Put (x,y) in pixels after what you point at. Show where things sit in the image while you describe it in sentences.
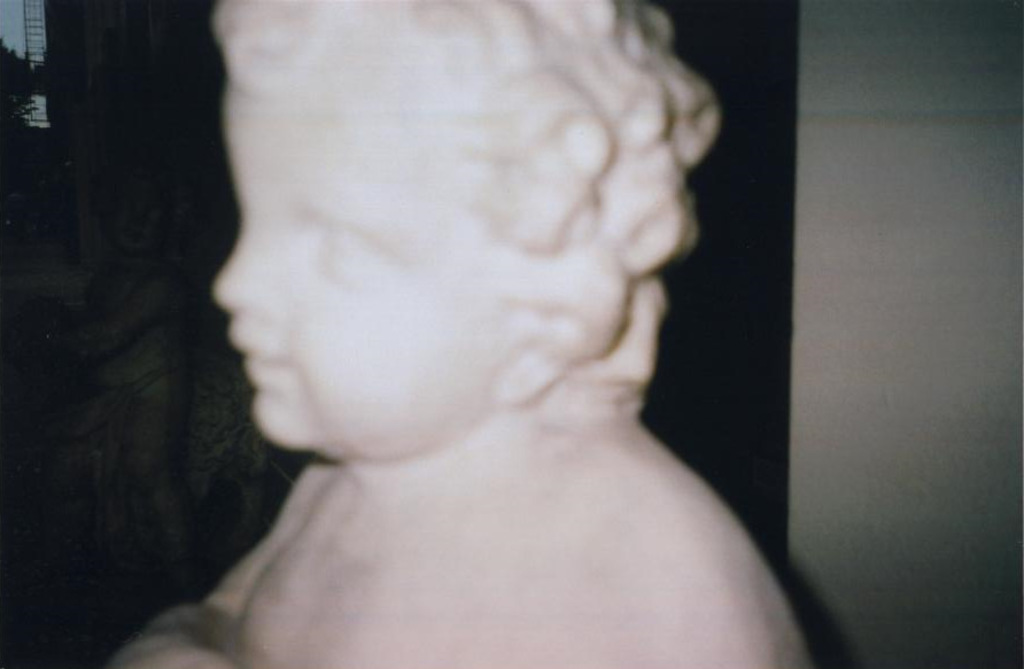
In the center of the image (652,241) there is a depiction of a boy (639,656).
